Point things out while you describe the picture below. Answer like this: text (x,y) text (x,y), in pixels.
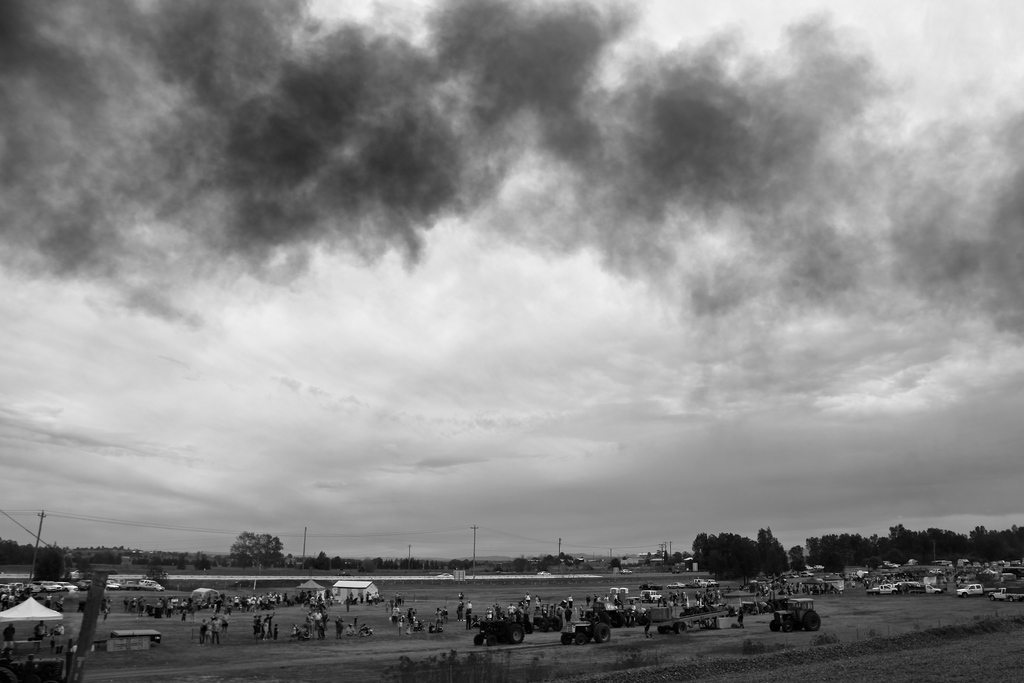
This is a black and white picture. In this picture, we see many people (316,621) are standing and we even see many vehicles (600,631). There are huts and poles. There are street lights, poles (475,551), wires (505,532) and trees (710,556) in the background (721,563). In the left bottom (17,611), we see people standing under the white tent (41,611). At the top (479,184), we see the sky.
